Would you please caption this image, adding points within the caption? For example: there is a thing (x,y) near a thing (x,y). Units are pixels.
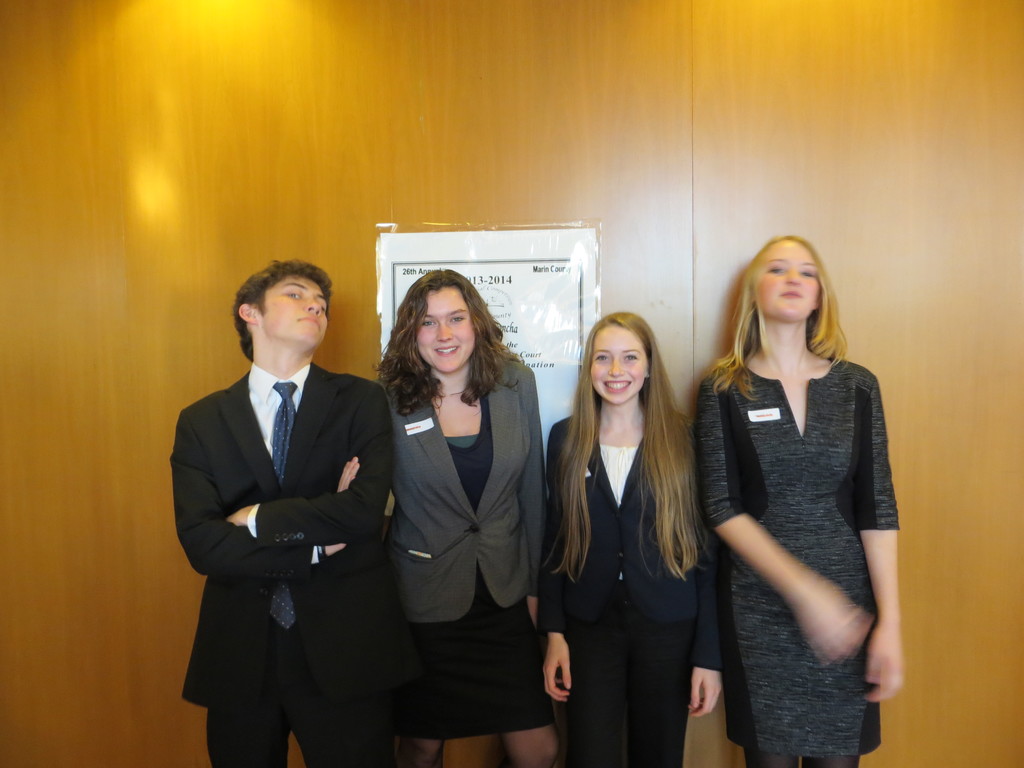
In this image there are four people (579,479) who are standing and smiling and in the background (345,146) there is a wooden wall (137,279), on the wall (164,556) there is one poster (511,299).
